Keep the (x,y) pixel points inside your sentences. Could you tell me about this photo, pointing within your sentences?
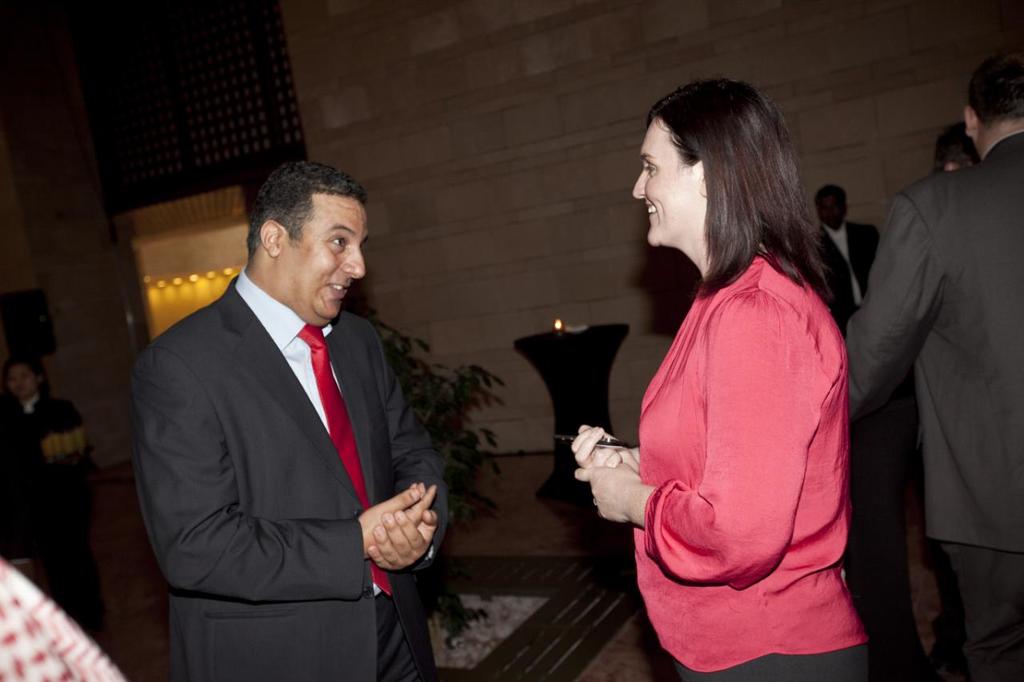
In this image we can see a group of people (393,393) standing on the floor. In that a woman (711,461) is holding a device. On the backside (637,408) we can see a wall (610,279), a light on the table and a plant (473,452). On the left side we can see some lights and a box (22,332).
